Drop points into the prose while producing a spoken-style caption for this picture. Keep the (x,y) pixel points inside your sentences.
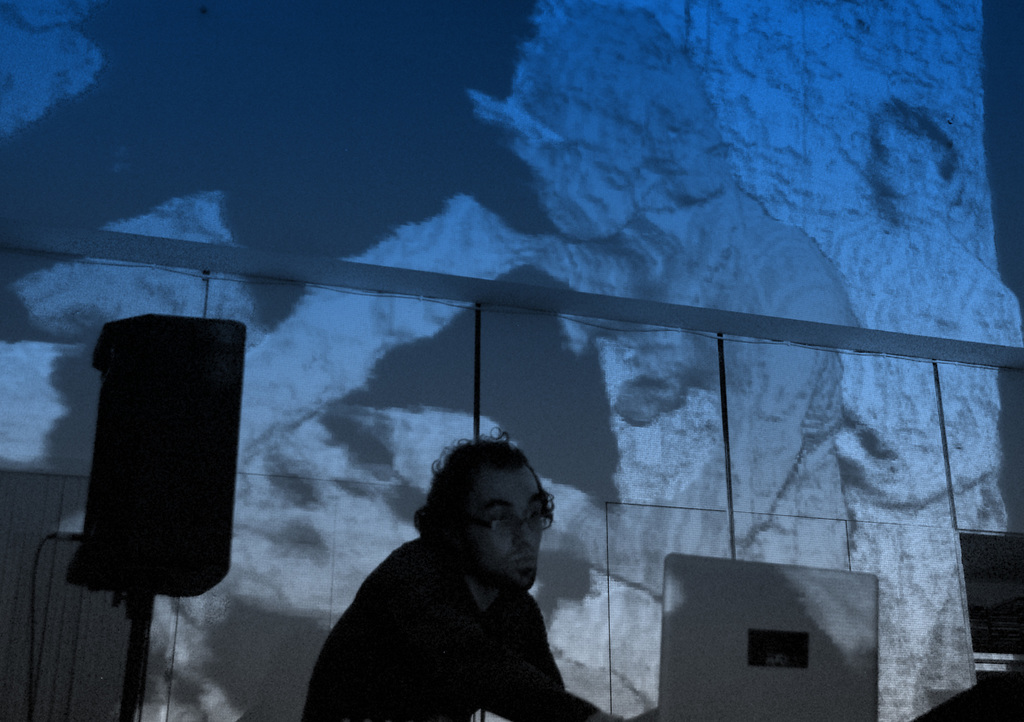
In the foreground of this picture (455,655) we can see a man (456,627) seems to be sitting and we can see a speaker (161,386) and a device (754,691) seems to be the laptop (689,693). In the background (810,210) there is an object (966,66) which seems to be the screen (906,209) and we can see some pictures (662,248) on the screen (378,130).
